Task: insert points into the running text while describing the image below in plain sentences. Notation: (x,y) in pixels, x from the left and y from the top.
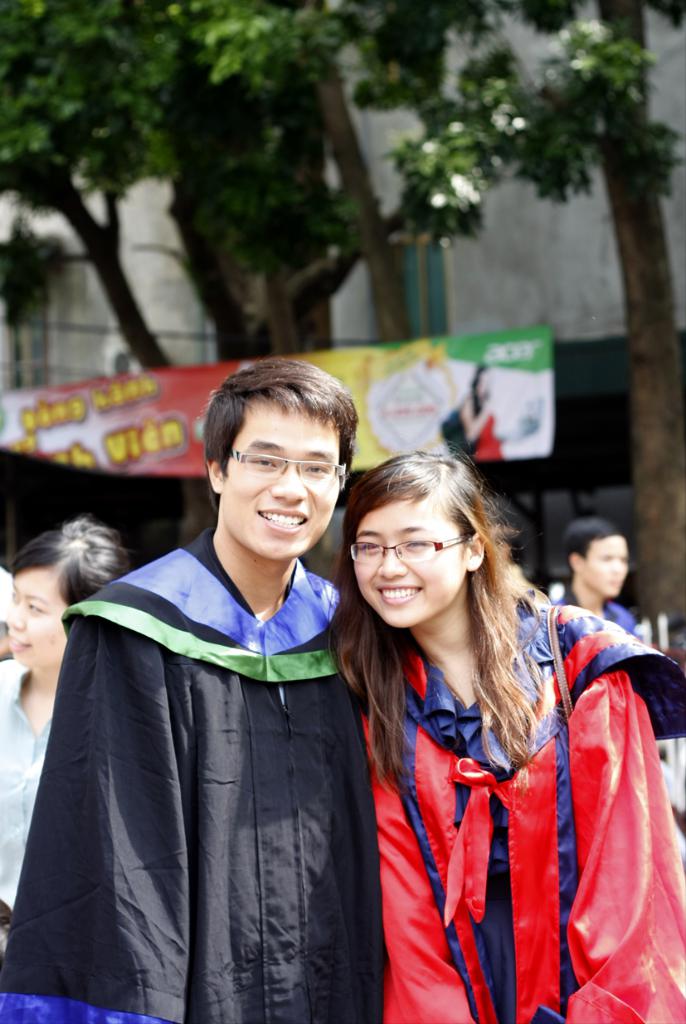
In the foreground of this picture (440,737), there is a man (177,715) in black coat (204,697) and a woman (508,763) in red color. In the background (77,551), there are persons (579,538), trees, banner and trees (266,104).
